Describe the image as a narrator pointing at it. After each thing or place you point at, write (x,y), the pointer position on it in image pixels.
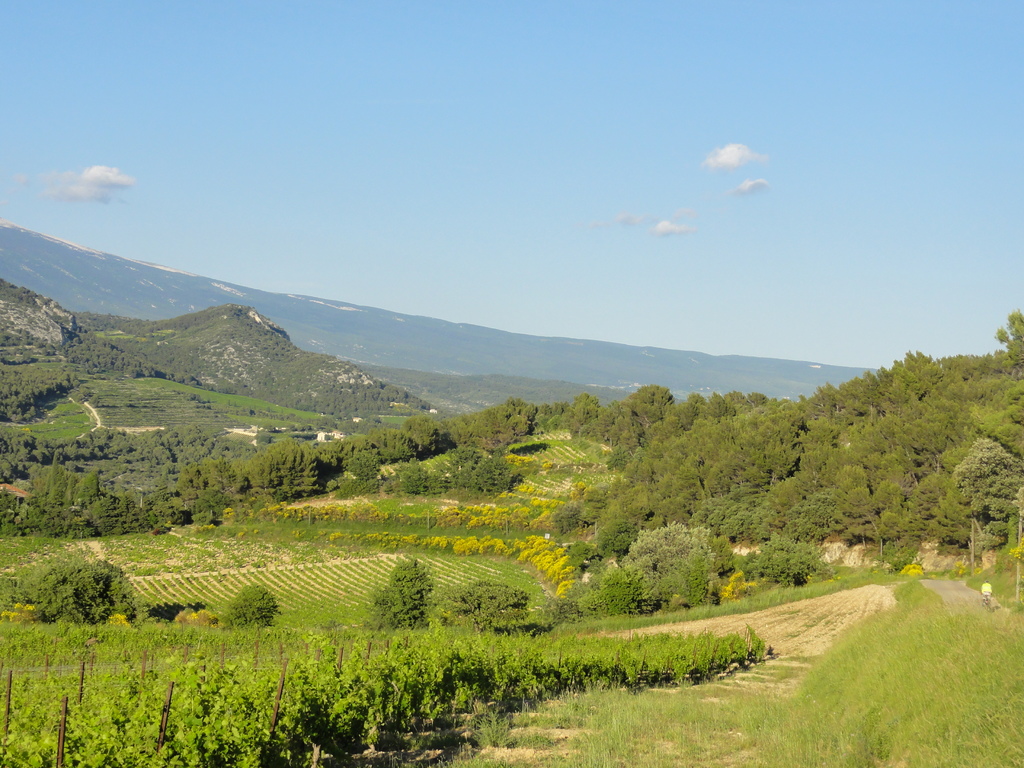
In this image we can see trees (918,440), plants (405,653), grass (819,687), hills (378,356), sky (408,186) and clouds (735,147).
